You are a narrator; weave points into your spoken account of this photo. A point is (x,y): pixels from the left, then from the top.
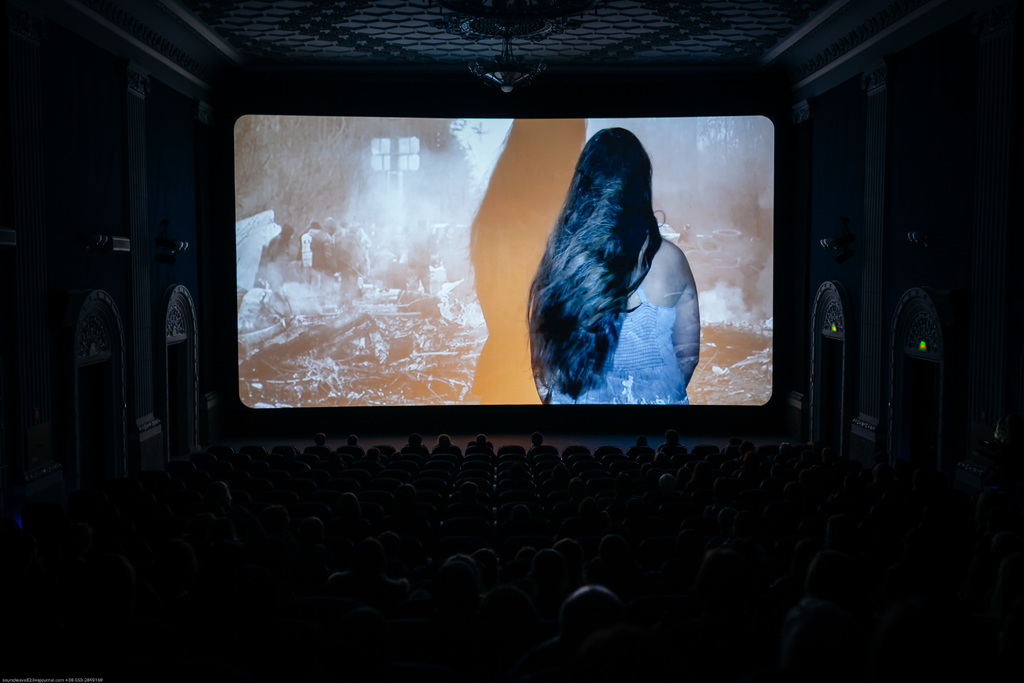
In this picture I can observe screen (333,179) in the middle of the picture (537,344). It is looking like theater (165,166). The surroundings (151,190) are dark.
